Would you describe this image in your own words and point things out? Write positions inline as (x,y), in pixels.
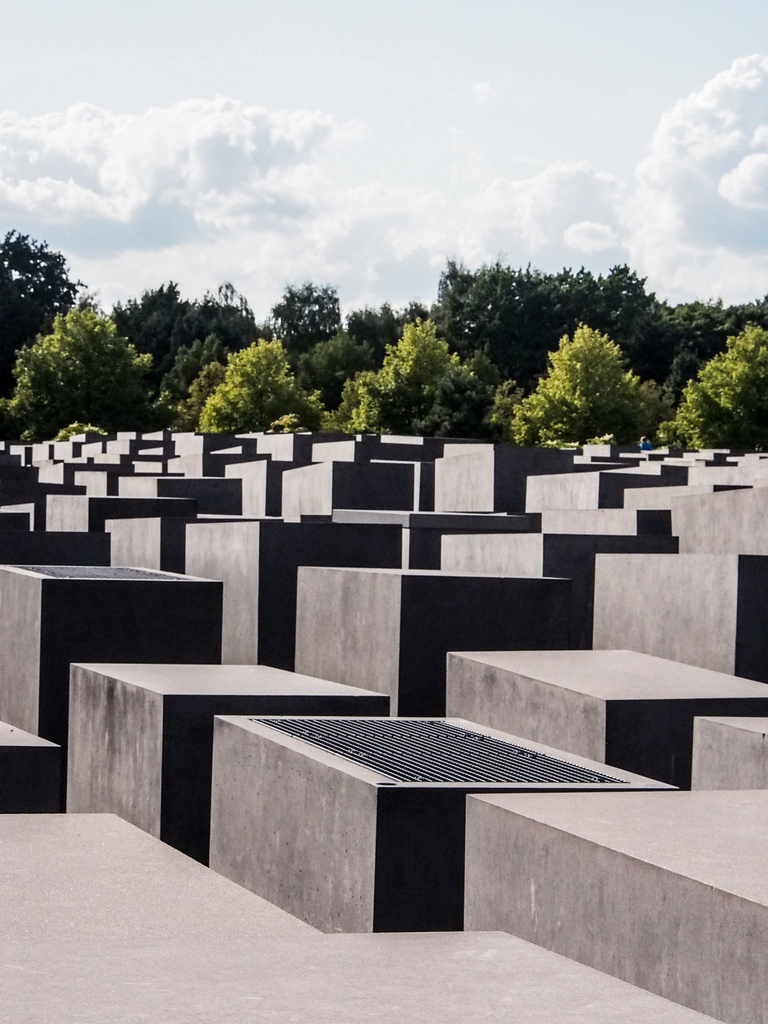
In this picture I can see some bricks (144,594) and trees (153,393).
